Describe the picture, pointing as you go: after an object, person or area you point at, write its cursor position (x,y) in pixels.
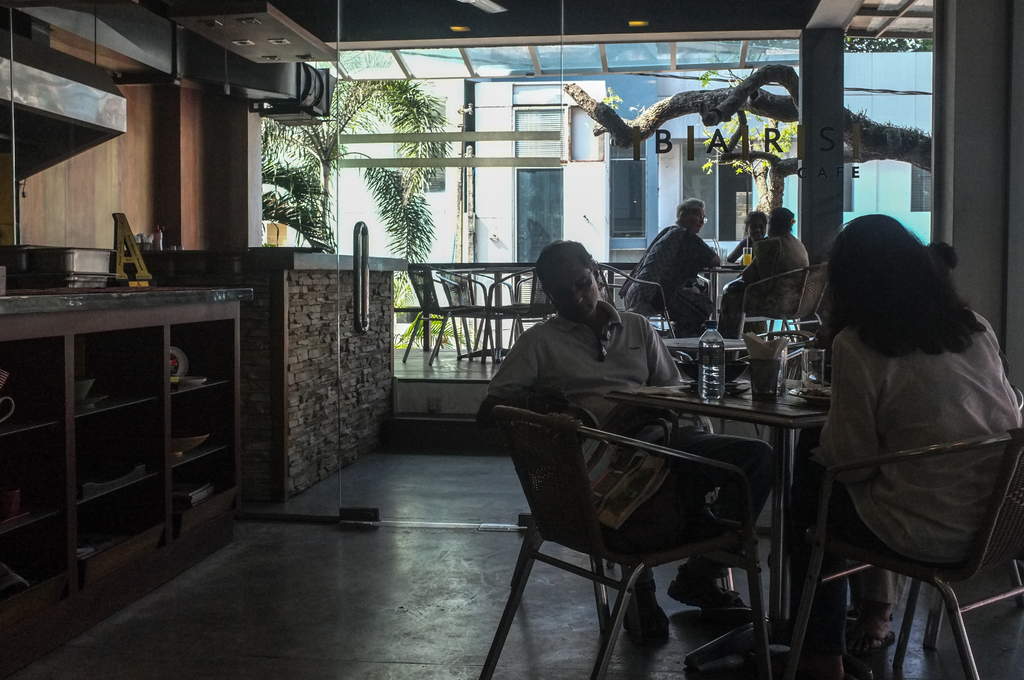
This is a cafeteria (220,491) where we can see group of people (686,245) sitting on the chairs (793,317) in front of the tables (760,401) and on the table (758,415) we have bottles (716,363) and glasses (814,356) and also opposite to them there is a desk (116,451) on which some things (180,377) are placed.
